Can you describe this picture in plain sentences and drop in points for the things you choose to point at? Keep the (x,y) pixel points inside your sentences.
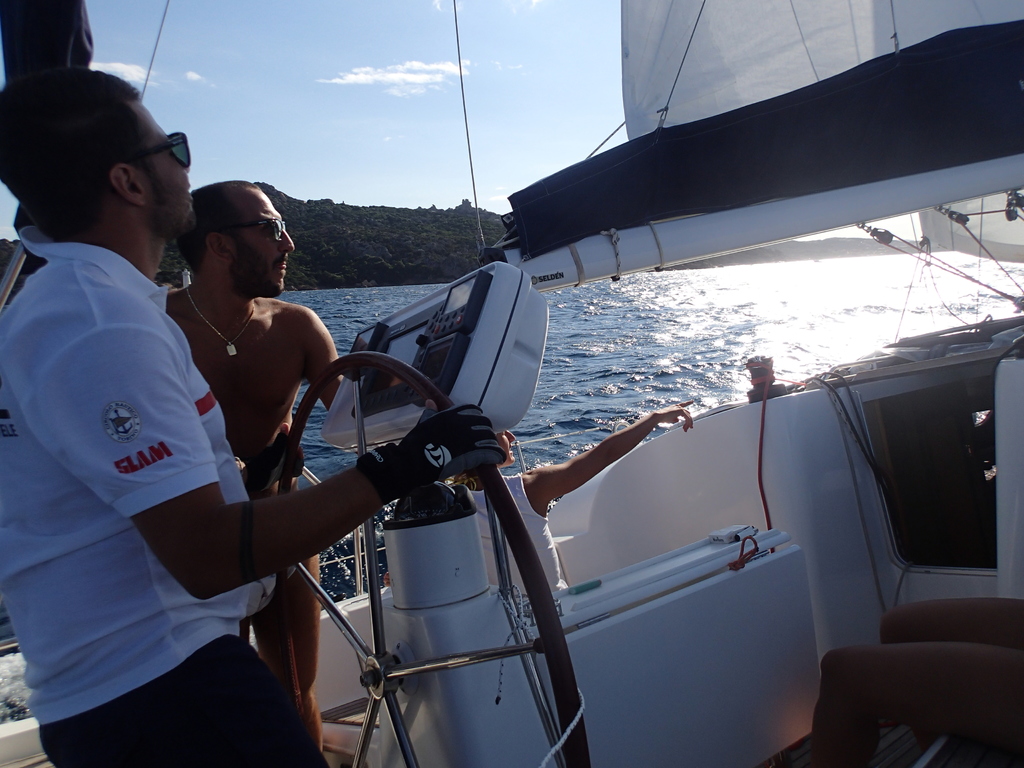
In this picture we can see people (74,496) on a ship (364,379) and in the background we can see water (350,344), sky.
